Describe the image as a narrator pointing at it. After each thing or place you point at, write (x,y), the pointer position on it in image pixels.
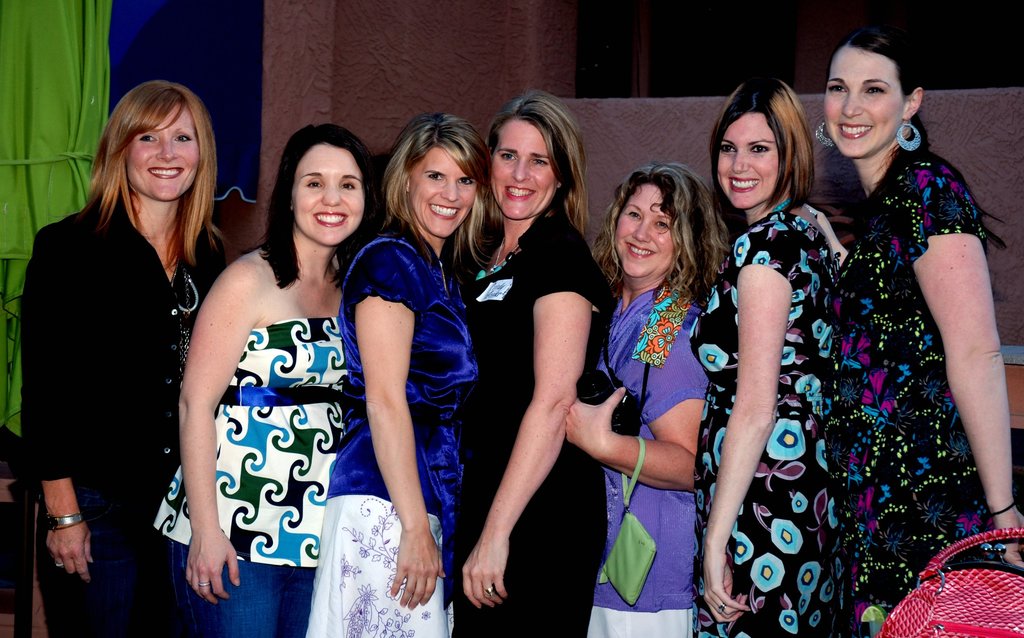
In this picture I can see a group of girls (529,418), in the bottom right hand side (945,584) I can see a handbag (961,597). On the left side (254,93) there is the cloth (35,25).
